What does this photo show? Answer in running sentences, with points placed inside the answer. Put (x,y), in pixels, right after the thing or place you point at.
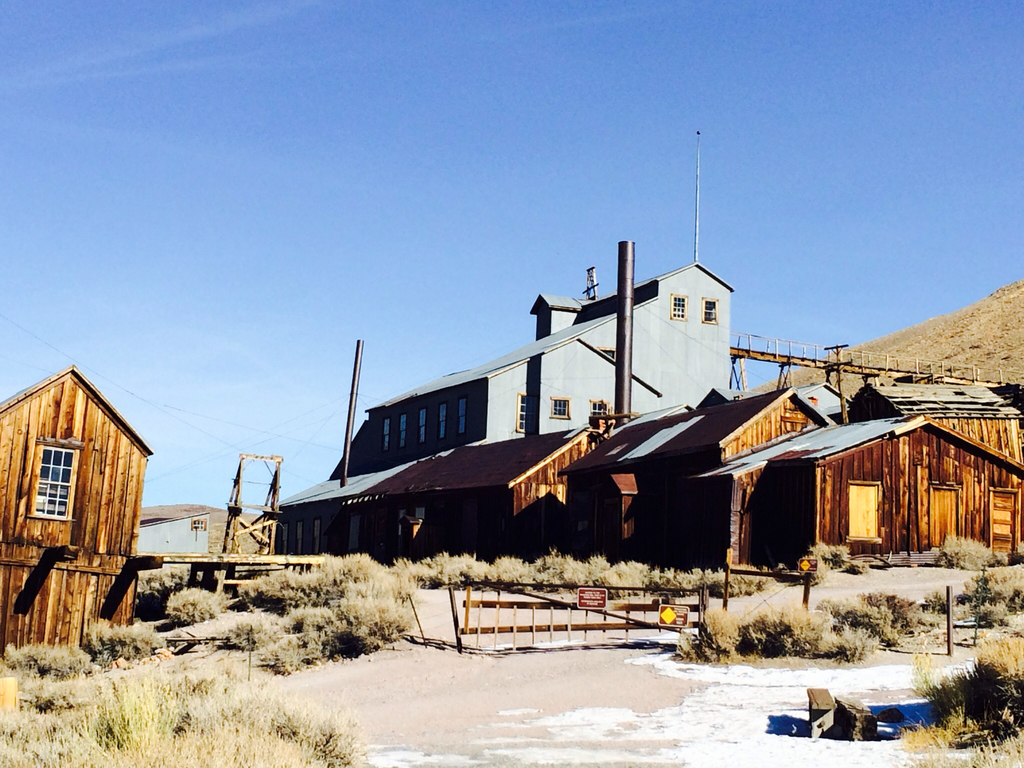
In this picture there are few wooden houses (753,497) and there is a building (526,390) behind it and the sky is in blue color.
